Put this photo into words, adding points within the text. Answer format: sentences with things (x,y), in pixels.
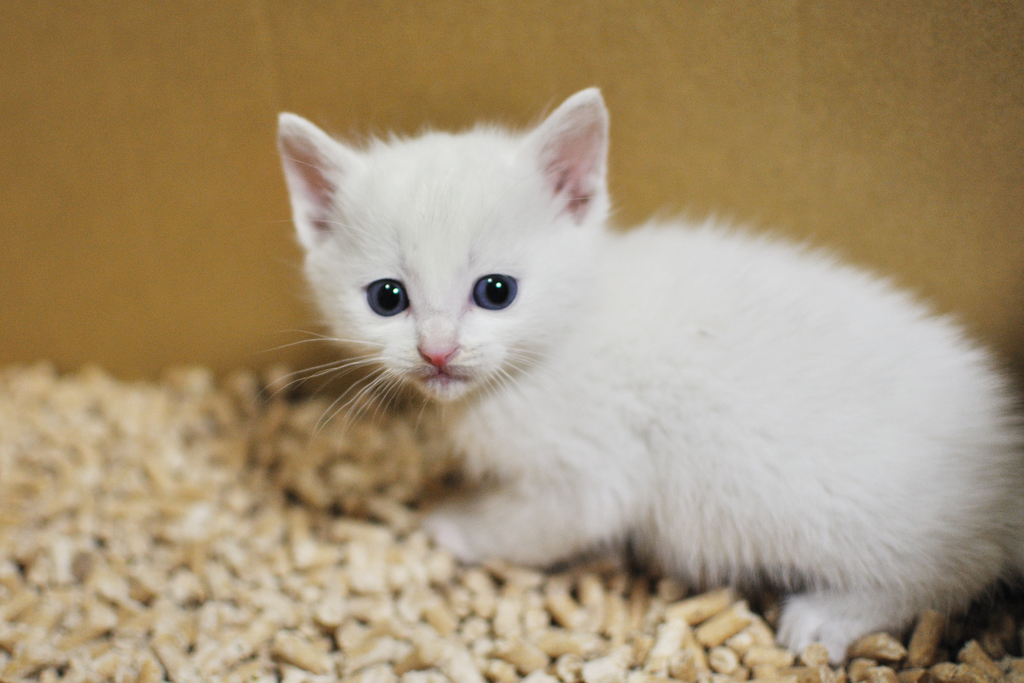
In the image there is a white cat (661,340) and behind the cat (495,310) there is a wall (372,103).
